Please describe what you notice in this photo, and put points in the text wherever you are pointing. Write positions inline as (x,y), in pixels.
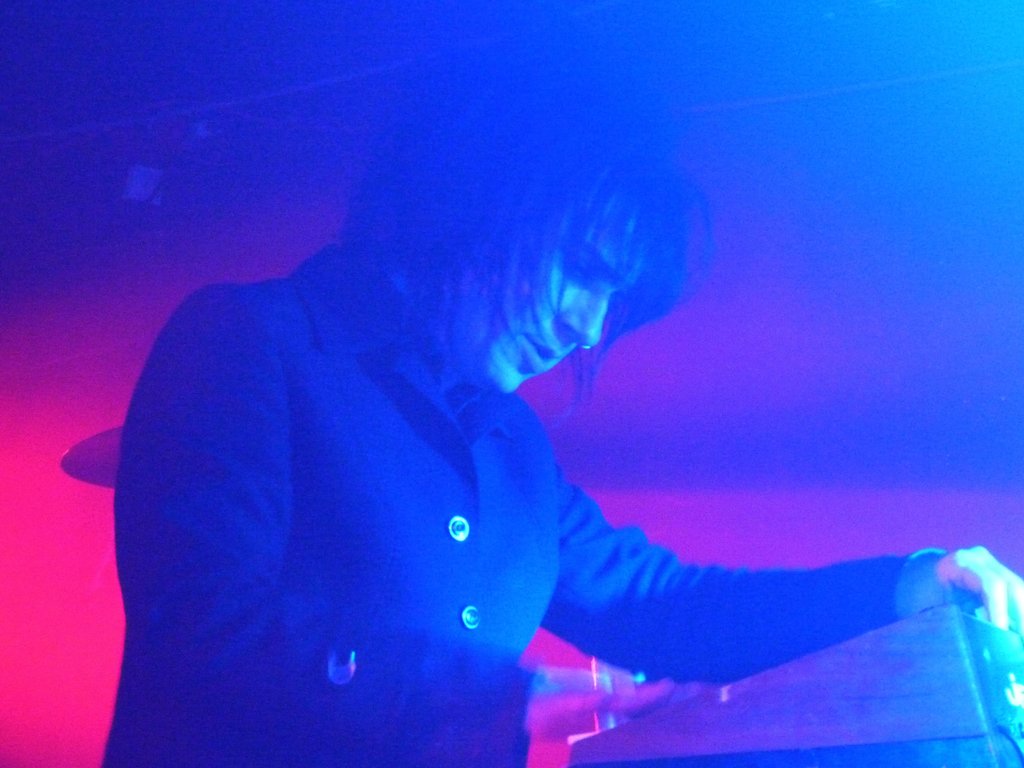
In this image person (637,542) is standing in front of the table (742,680). Beside him there are some musical instruments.
